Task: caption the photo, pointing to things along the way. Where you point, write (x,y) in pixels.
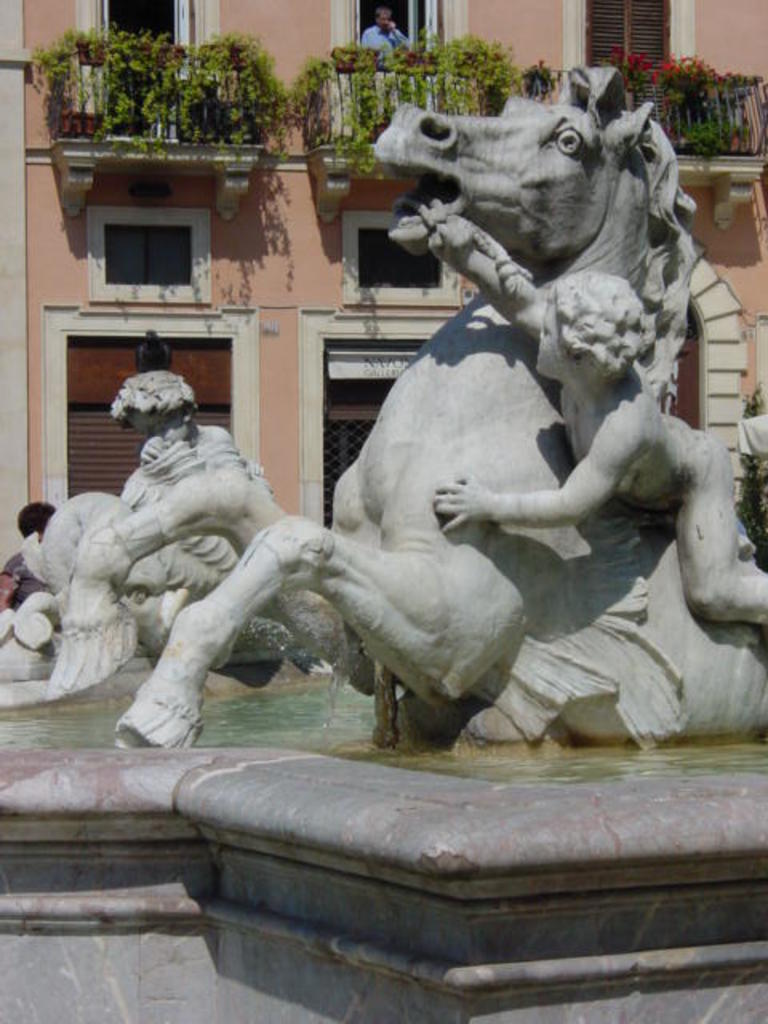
In this image we can see statues (394,678), pedestal (356,845), water (253,629), building (276,132), creeper plants (405,86), person (383,31) standing on the floor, windows (403,18), railings (346,100) and doors (363,383).
